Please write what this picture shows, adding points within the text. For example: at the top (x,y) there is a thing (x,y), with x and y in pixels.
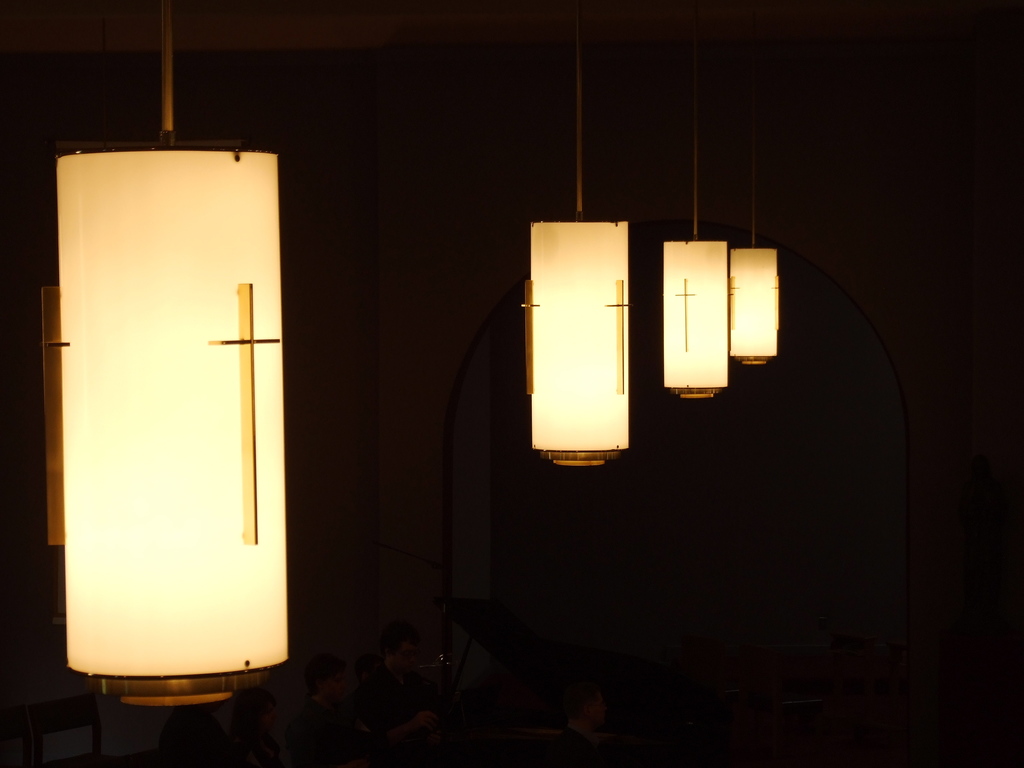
In this picture we can see lights (126,438) and bottom of the image (200,752) few people (408,747) are sitting.
